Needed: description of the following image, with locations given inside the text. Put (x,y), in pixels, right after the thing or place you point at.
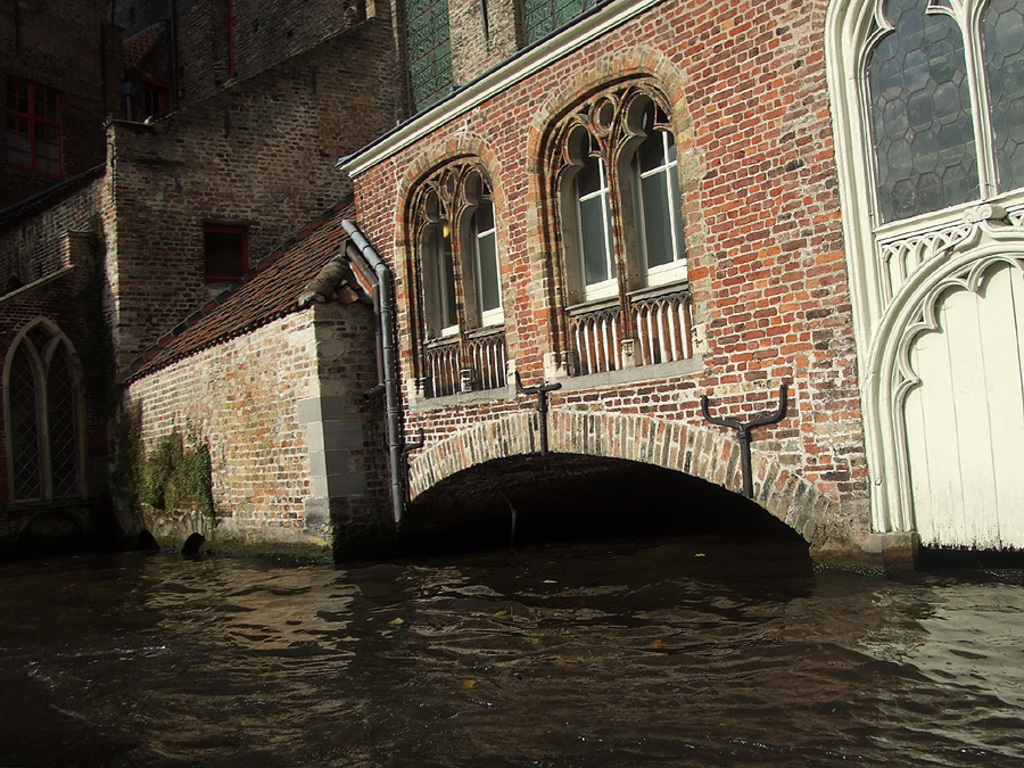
In this image there are buildings (419,129) one beside the other. Below the buildings (310,220) there is water (645,641). In the middle (555,261) there are two windows (608,220). On the right side (968,126) top there is a glass window (956,105). Beside the window (434,232) there is a pipe (370,255).
